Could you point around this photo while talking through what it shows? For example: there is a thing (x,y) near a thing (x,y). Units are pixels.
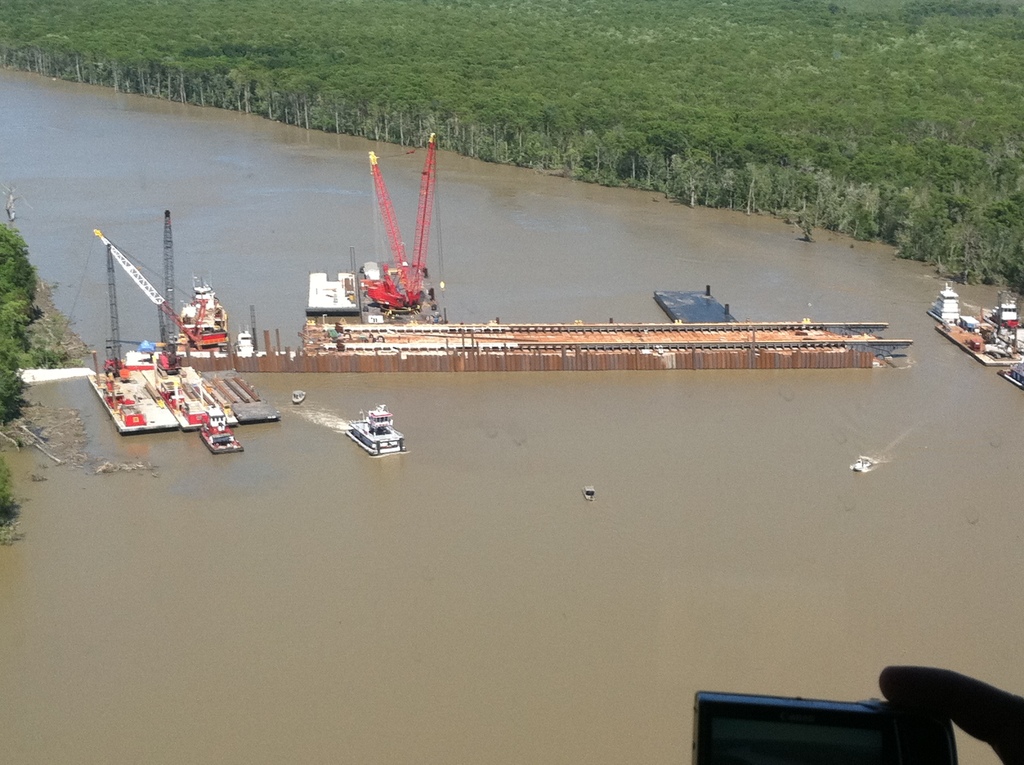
In the middle (651,361) a construction (712,356) is going on. There are cranes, boats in this water (566,537), on the right side (816,128) there are trees (816,128).
